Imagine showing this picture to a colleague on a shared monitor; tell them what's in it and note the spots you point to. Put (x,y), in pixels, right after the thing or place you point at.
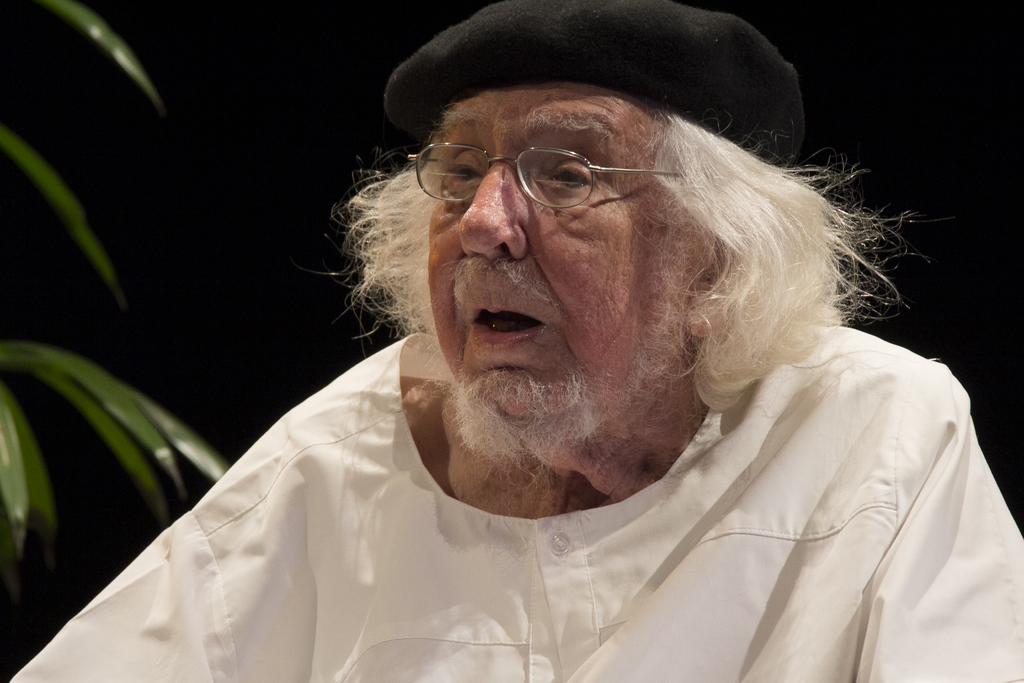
In this image there is a person (547,249) sitting, a person (563,250) is wearing a cap (631,14), there are leaves (120,435) truncated towards the left of the image (83,103), the background of the image (281,129) is dark.
